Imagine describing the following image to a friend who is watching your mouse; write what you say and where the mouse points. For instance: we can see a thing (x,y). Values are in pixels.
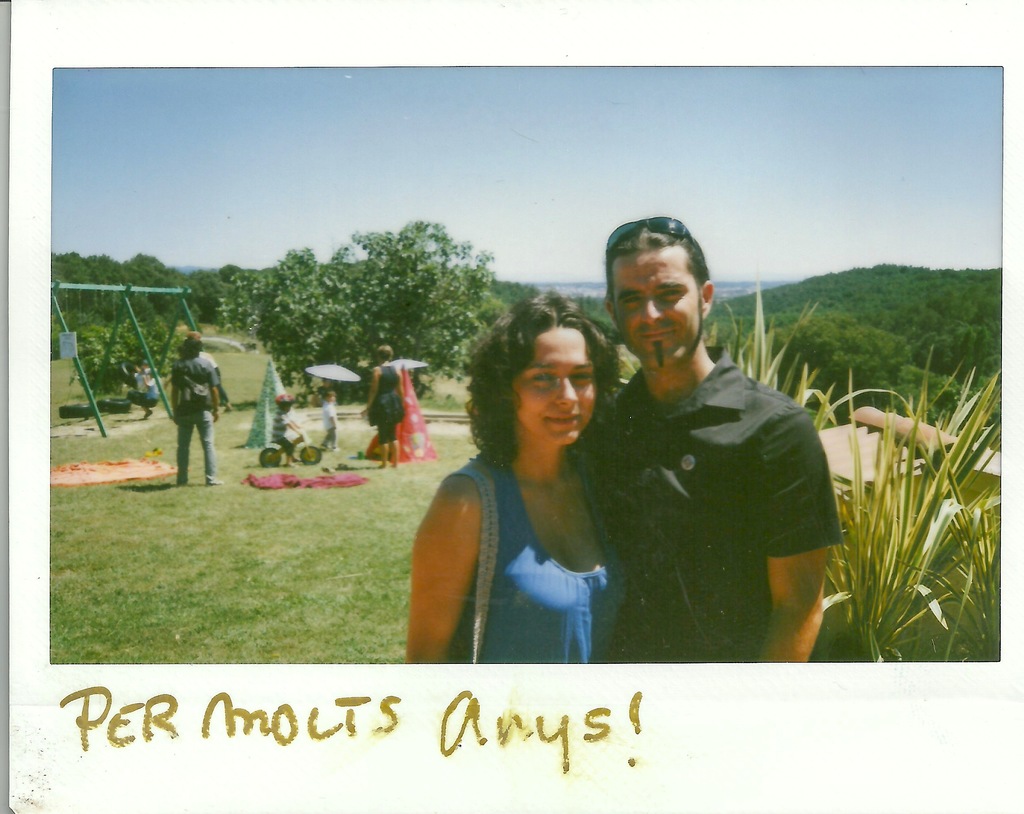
In this image, I can see the man (634,428) and woman (556,430) standing and smiling. Here is a small boy (279,446) riding a bicycle (285,451). I can see few people (390,419) standing. These are the clothes (136,474) lying on the grass (338,529). I can see the trees (361,339) and plants (904,542). This looks like a hill (852,275). Here is the sky (719,144). These are the letters (285,738) in the image.
